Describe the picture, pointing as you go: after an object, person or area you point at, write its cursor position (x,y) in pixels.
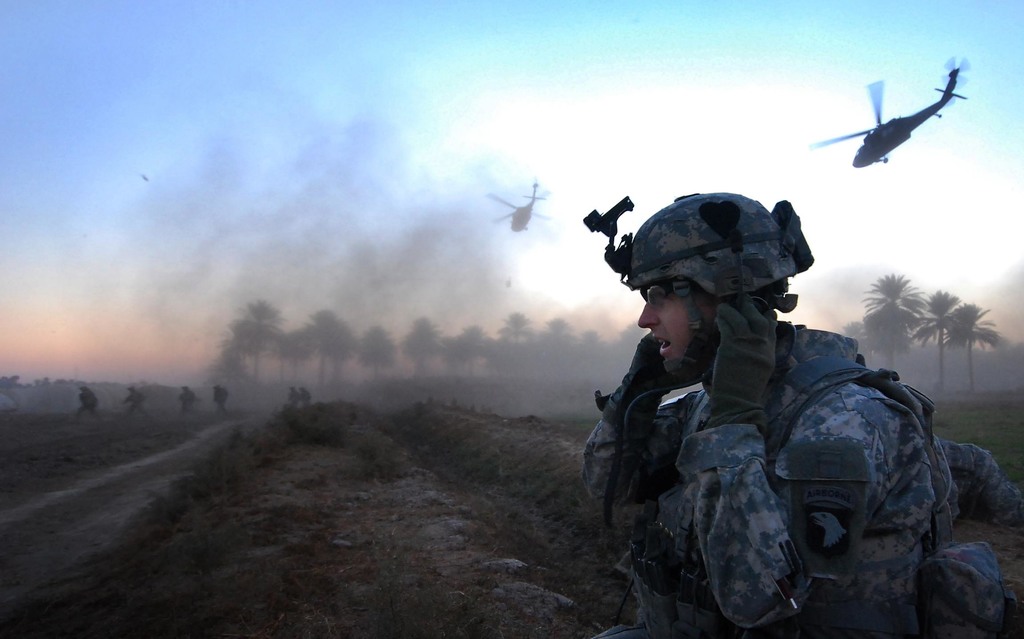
In this picture we can see the army soldier (771,444) in the front (855,534). Behind we can see the ground (118,441) and some soldier (184,406) running. In the background (386,334) we can see the smoke (526,342) and coconut trees (508,340). On the top (534,200) there are two helicopters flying in the sky (509,176).
